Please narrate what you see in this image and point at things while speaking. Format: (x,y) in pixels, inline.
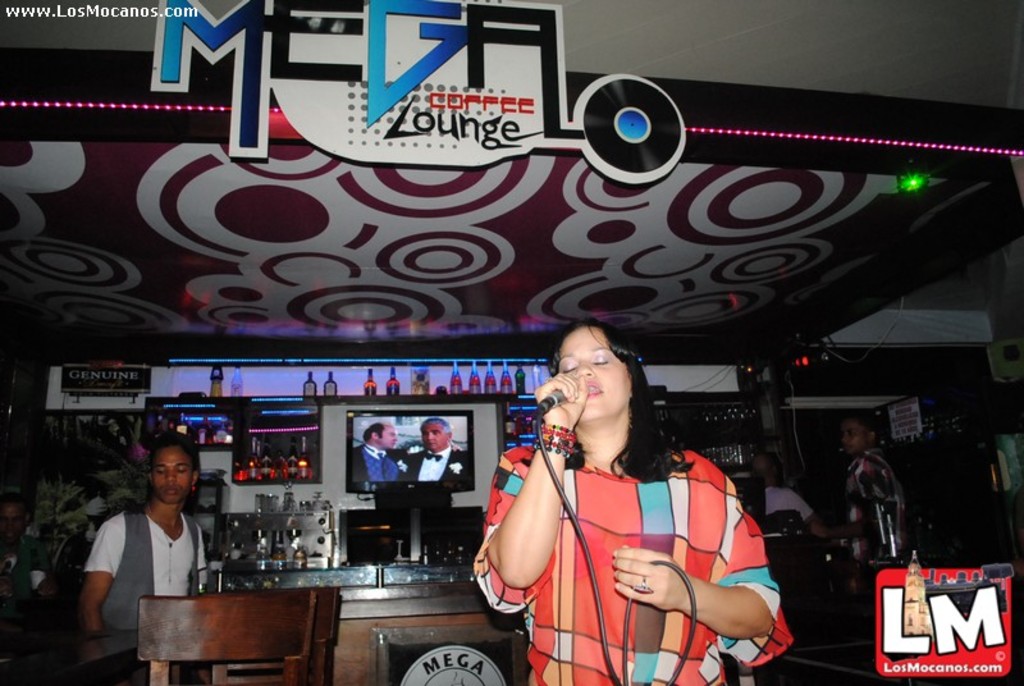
In this picture we can see woman (579,454) holding mic (543,403) in her hand (574,399) and singing and at back of her we can see three men (856,466) and on table (309,570) we have glasses (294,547), bottles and in background (373,454) we can see television (404,442), bottles (314,388) on racks (525,412), wires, lights (795,363), chairs (166,626).
